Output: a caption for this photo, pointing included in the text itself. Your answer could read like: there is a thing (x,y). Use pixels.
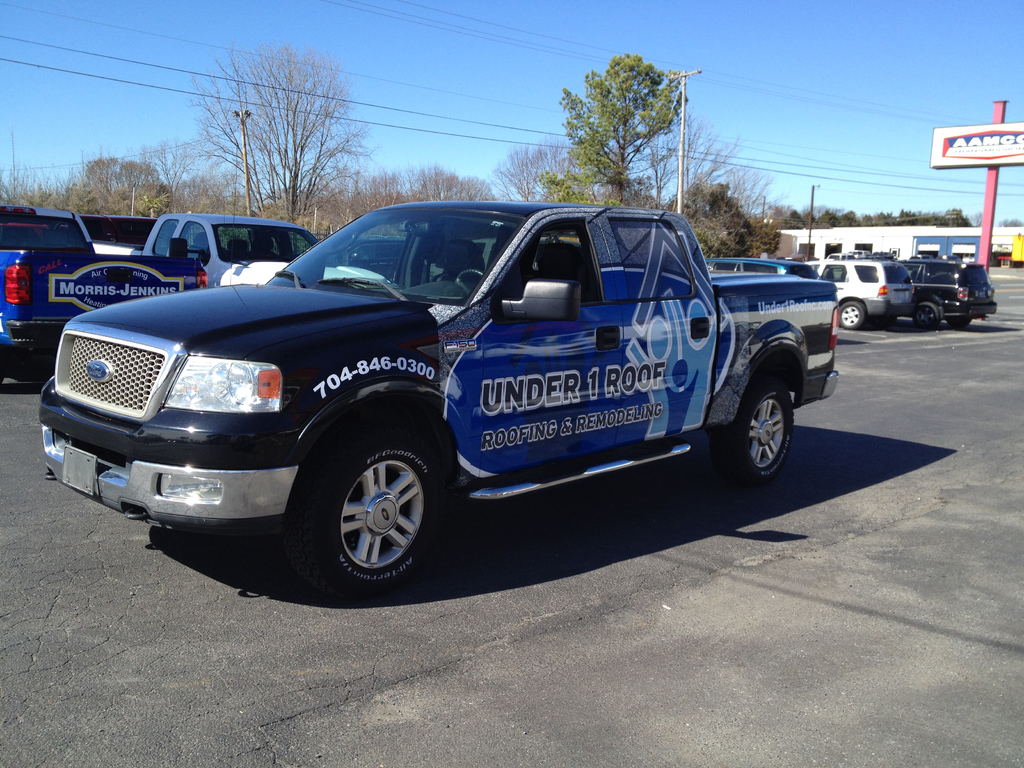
Image contains few cars (835,338) and vehicles (452,441) on the road (408,620). A banner (931,162) is attached to the pole (987,215). Behind the vehicles (452,257) there are few poles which are connected with wires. In background (91,181) there are few trees (800,226). Top of image (410,75) there is sky (500,80). Right side (1019,243) there is a house (945,238).
